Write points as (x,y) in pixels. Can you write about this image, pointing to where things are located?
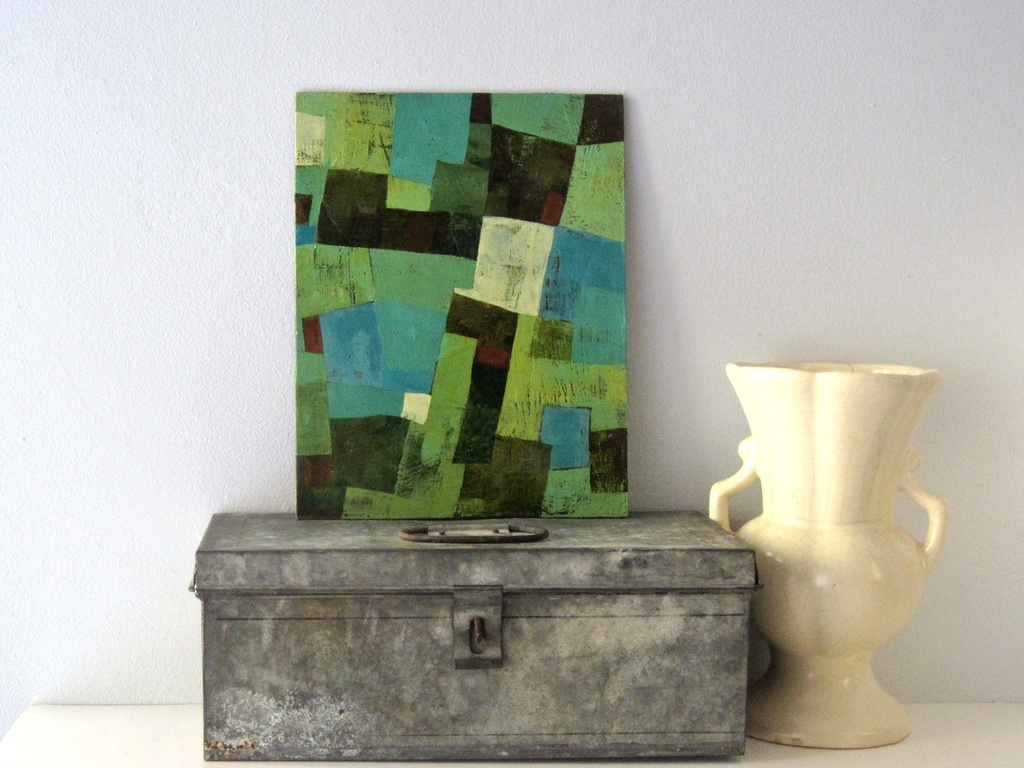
In this picture I see the white color surface (58,709) on which there is a box (422,594) and on the box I see a colorful thing (536,235) and side to it I see a vase (794,482). In the background (192,217) I see the wall (871,251).
